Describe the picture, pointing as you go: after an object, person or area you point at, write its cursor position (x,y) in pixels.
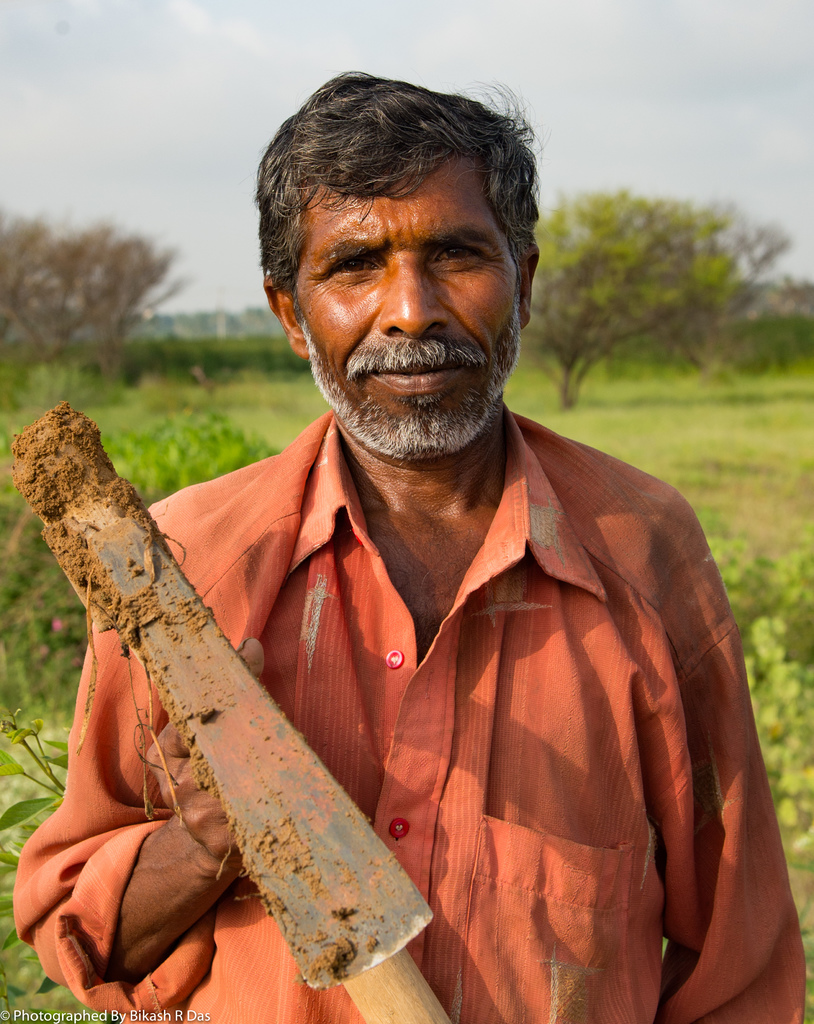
In the center of the image (410,582) we can see a man (421,820) standing and holding a pickaxe (133,563). In the background (769,551) there are trees (194,331), plants (796,761), grass (691,487) and sky (538,121).
